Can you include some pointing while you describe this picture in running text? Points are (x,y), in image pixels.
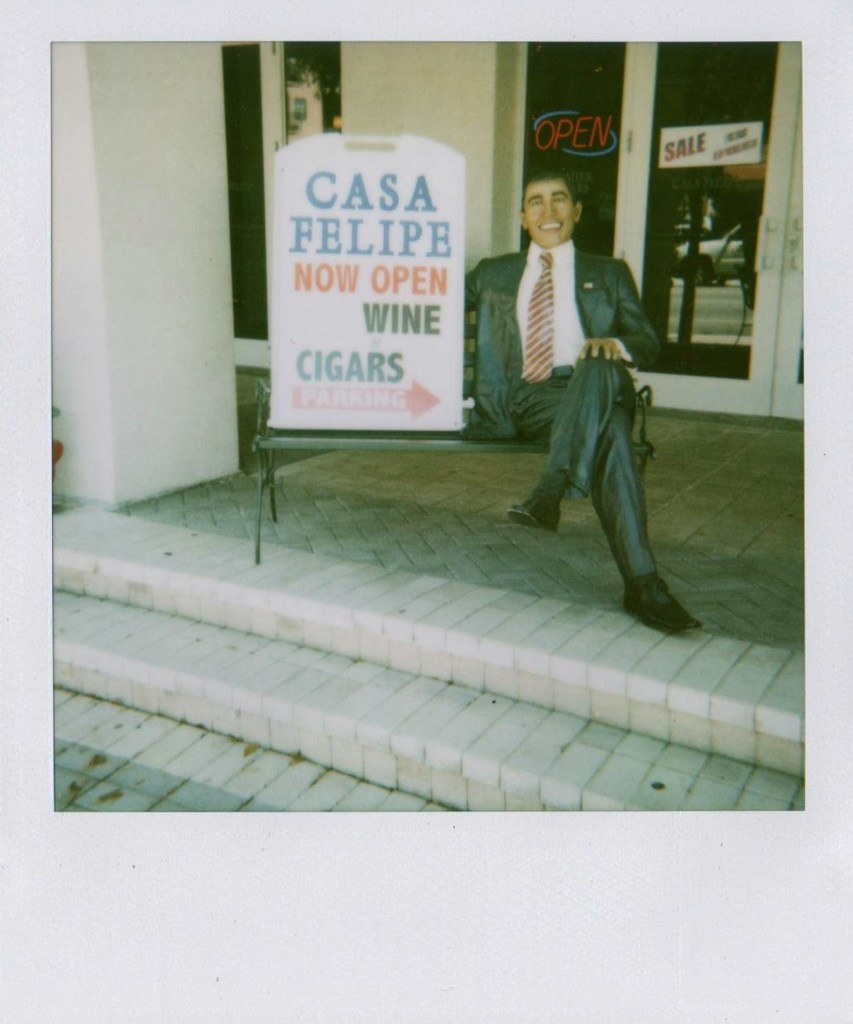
In this image there is a statue (491,319) sitting. There is a board (424,280) beside him. There is a chair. There are steps (510,683) in the foreground (507,686). There is a wall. There is a glass door (749,389) in the background (667,358).
